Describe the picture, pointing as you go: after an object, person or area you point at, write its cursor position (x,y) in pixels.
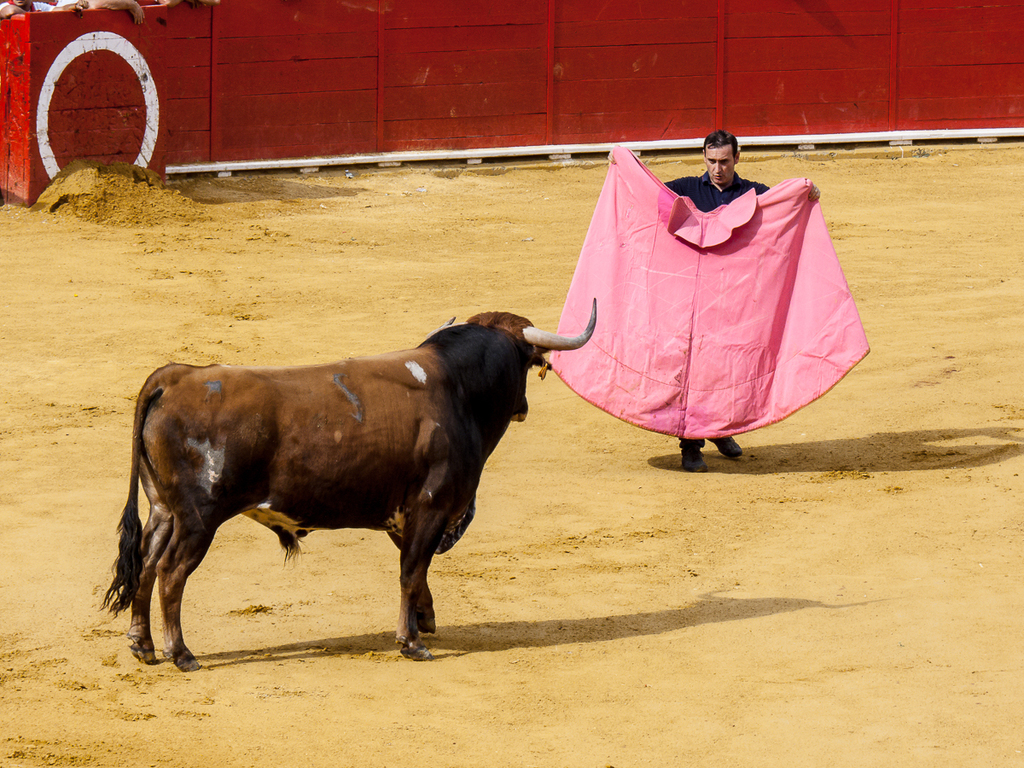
In this image there is a bull (498,354), in front of the bull (418,475) there is a man (702,180), holding a cloth (624,246), in the background (123,84) there is a red wooden wall (40,77).
